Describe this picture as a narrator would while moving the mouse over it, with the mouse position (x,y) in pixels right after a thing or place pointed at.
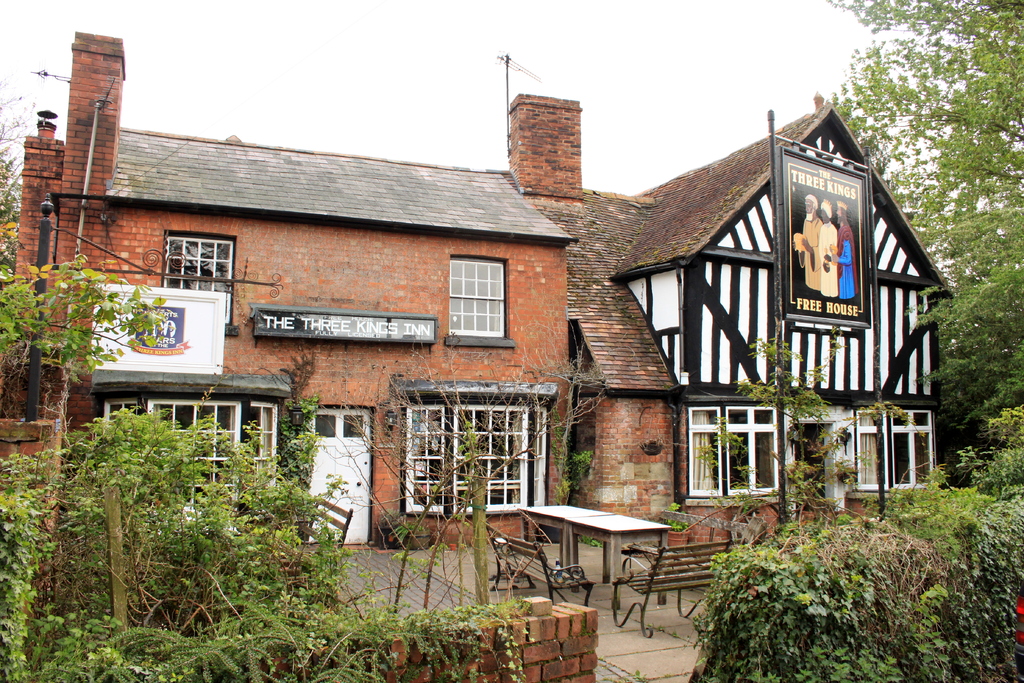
In this image there is the sky (367,35) towards the top of the image (319,42), there is a building (481,274), there is a door (355,453), there are windows (438,433), there is a pole (781,229), there are boards (397,320) on the building (283,359), there is text (402,323) on the board (382,323), there is a table (600,518), there are benches (665,562), there is a brick wall (544,633) towards the bottom of the image (472,644), there are plants (253,549), there is a tree (944,274) towards the right of the image (997,142).
